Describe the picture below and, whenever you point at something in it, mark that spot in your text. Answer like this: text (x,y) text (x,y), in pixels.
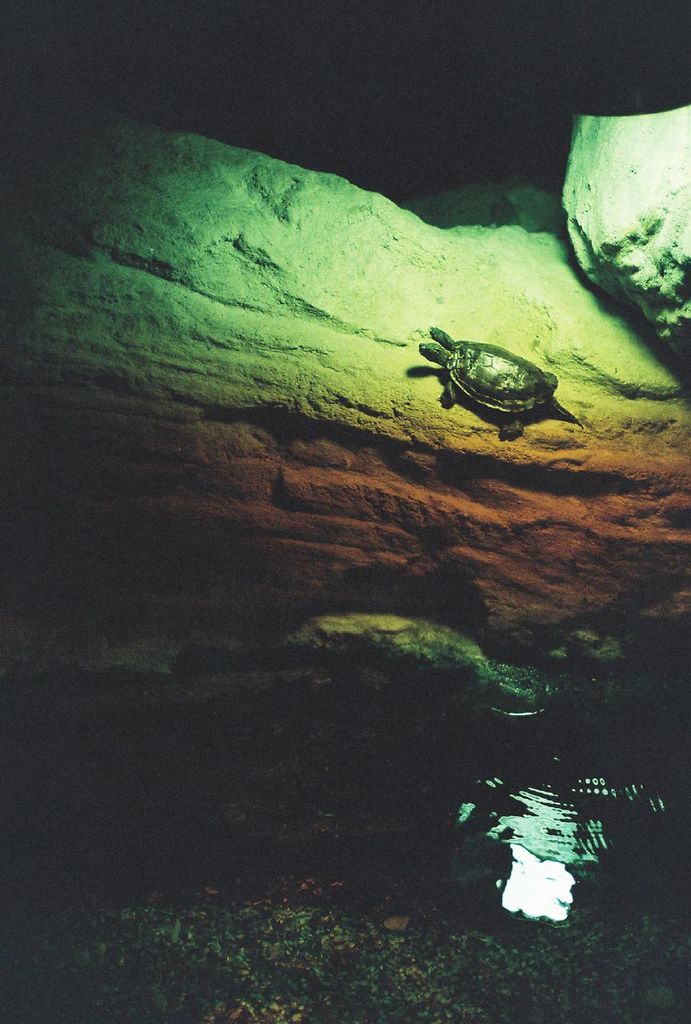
In this image we can see a turtle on the rock (361,199) and we can see the water (644,677) at the bottom of the image (219,773). The image is dark in the background (12,72).
